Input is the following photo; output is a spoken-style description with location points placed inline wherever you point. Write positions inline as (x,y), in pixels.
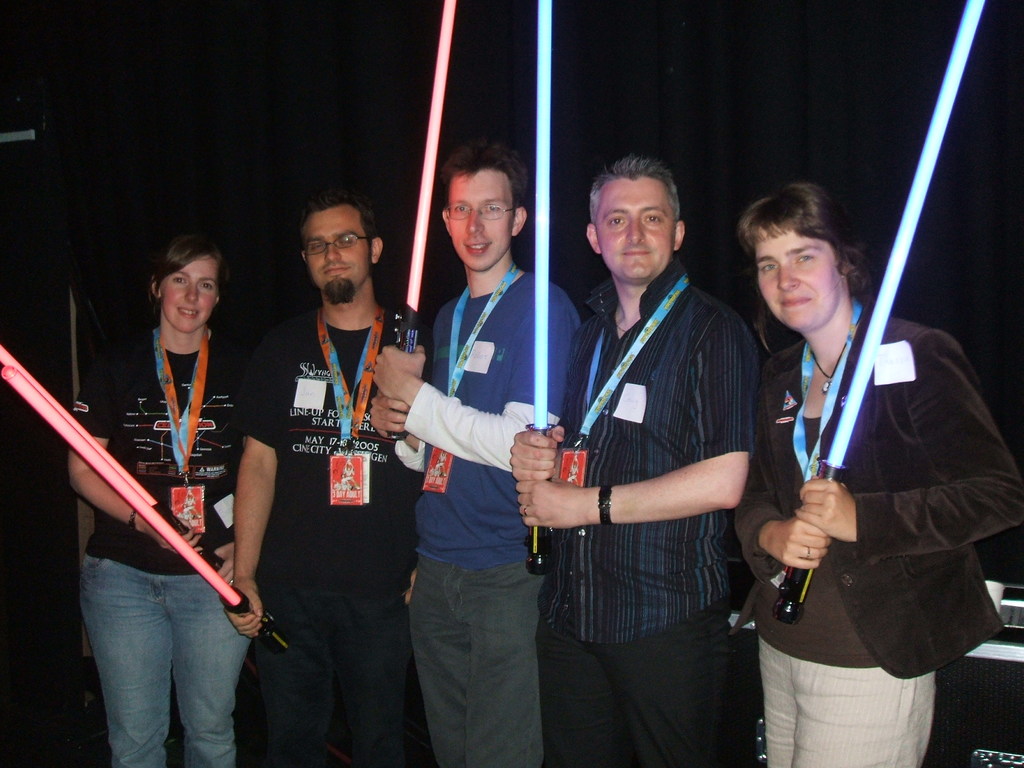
In this image we can see few people (396,491) holding some objects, they are wearing access cards (816,462), and the background (214,197) is dark.
